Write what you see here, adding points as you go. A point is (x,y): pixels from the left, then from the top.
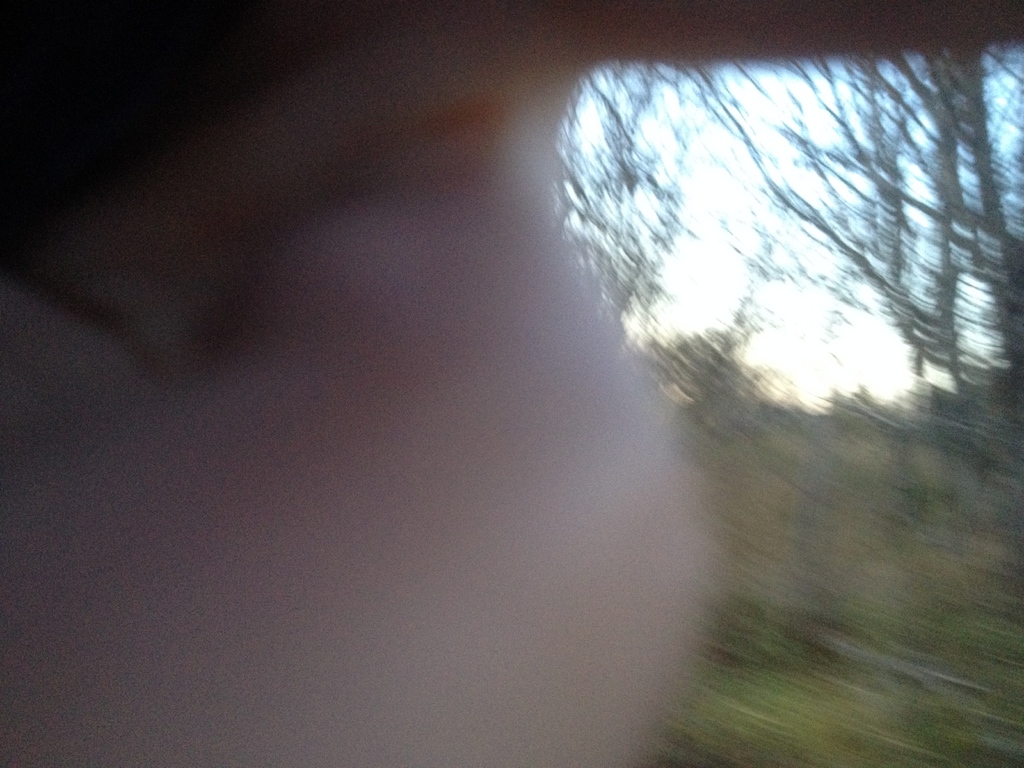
In this picture it is looking like a person hand (309,390) and behind the person hand (544,407), there are trees (702,385) and a sky (714,167).
